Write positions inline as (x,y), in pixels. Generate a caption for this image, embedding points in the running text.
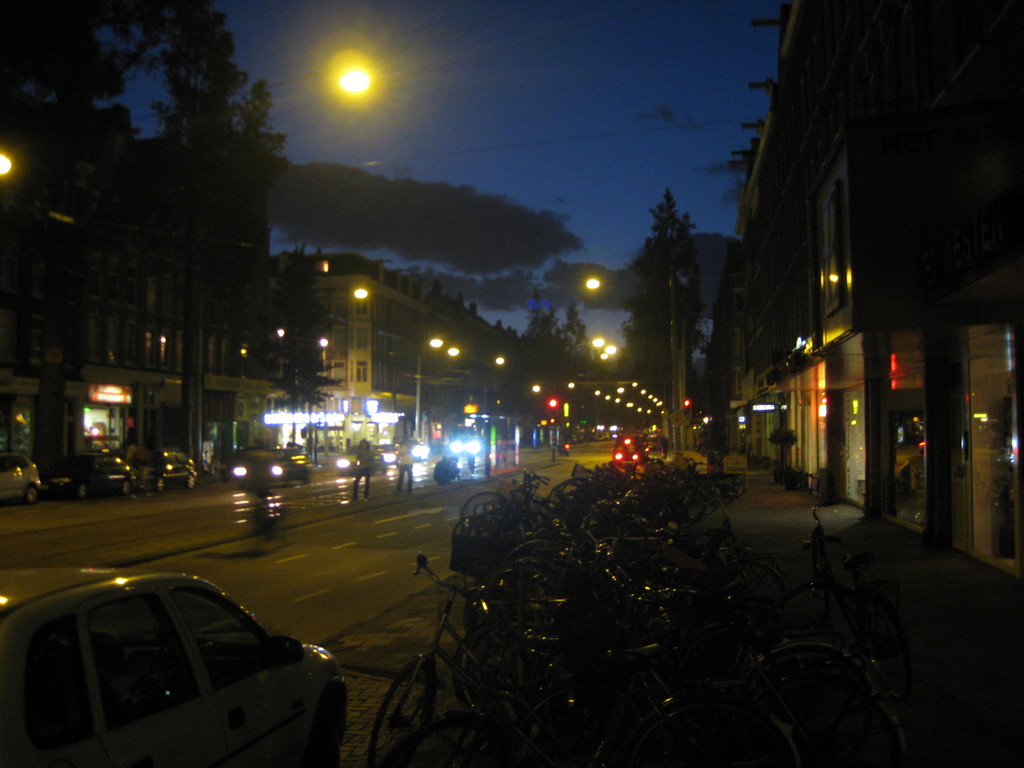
In the foreground of the image (339,680) we can see a car (294,705), bicycle (700,694) and road (359,610). In the middle of the image (382,319) we can see buildings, some persons (362,470) are walking on the road (320,473) and lights (277,473) are there. On the top (396,140) we can see the sky (618,126).
